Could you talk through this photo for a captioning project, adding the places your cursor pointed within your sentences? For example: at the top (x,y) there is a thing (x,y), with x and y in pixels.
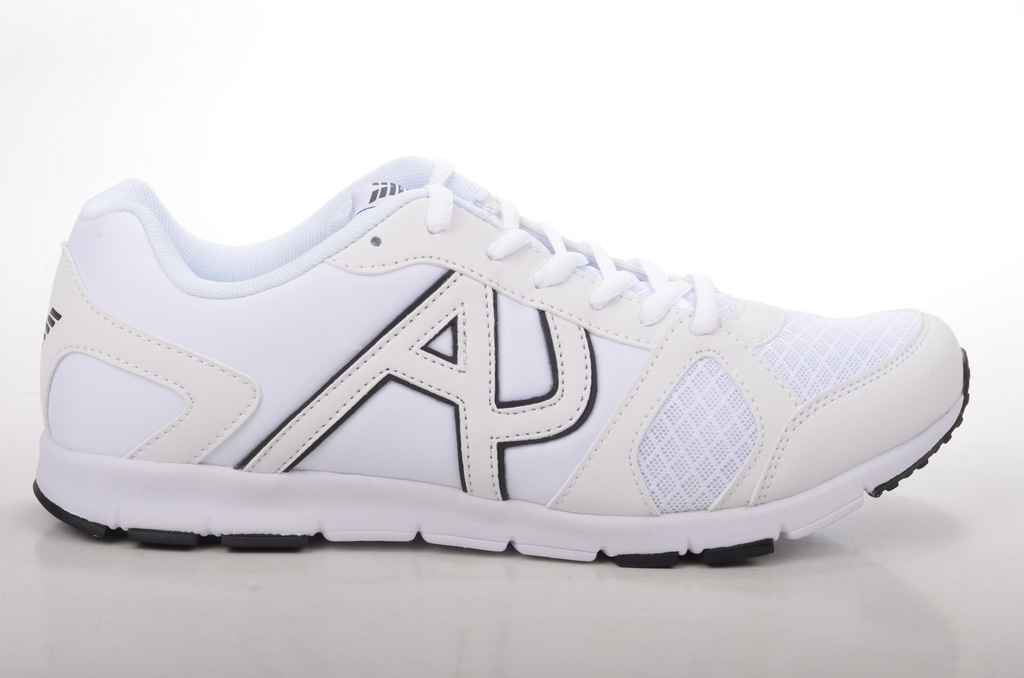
This is a picture of a white color shoe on the whiteboard (266,613).
